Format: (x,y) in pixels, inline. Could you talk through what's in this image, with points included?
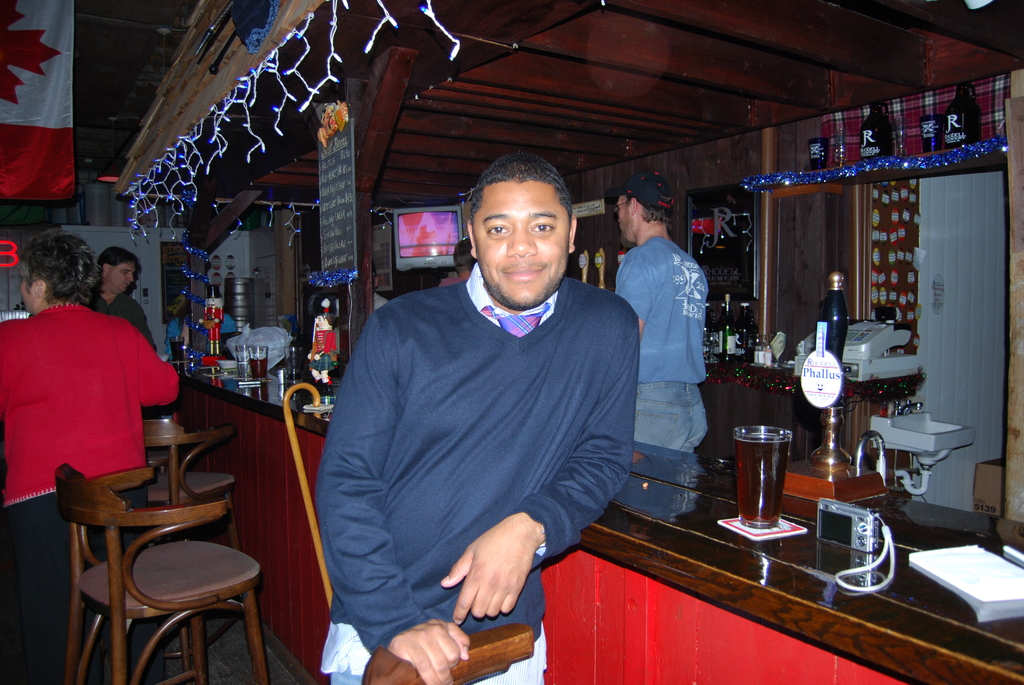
Front this man (450,428) wore blue sweater (488,379) and smiling and kept his hand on this chair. On this table (715,574) there are glasses (262,359), toys (318,336), camera (843,537) and book (1001,573). These persons (675,356) are standing. In-front of them there are chairs (141,474). On top (41,120) there is a banner (29,131). Corner there is a television (429,227). On this table (740,387) there are bottles (727,334) and a device (856,344). Under this device (890,373) there is a sink (926,419) with taps (919,405).
